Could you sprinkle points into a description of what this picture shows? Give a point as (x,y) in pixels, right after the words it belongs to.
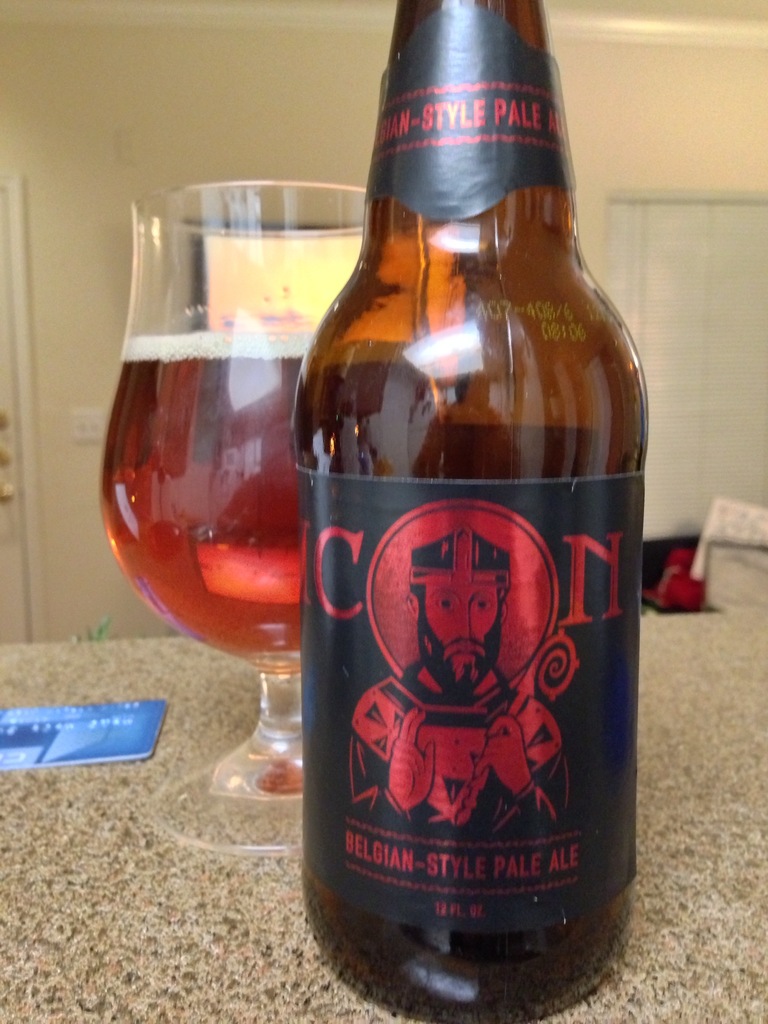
In the image we can see there is a beer bottle (502,68) and a glass (210,270) and a card (109,742).
